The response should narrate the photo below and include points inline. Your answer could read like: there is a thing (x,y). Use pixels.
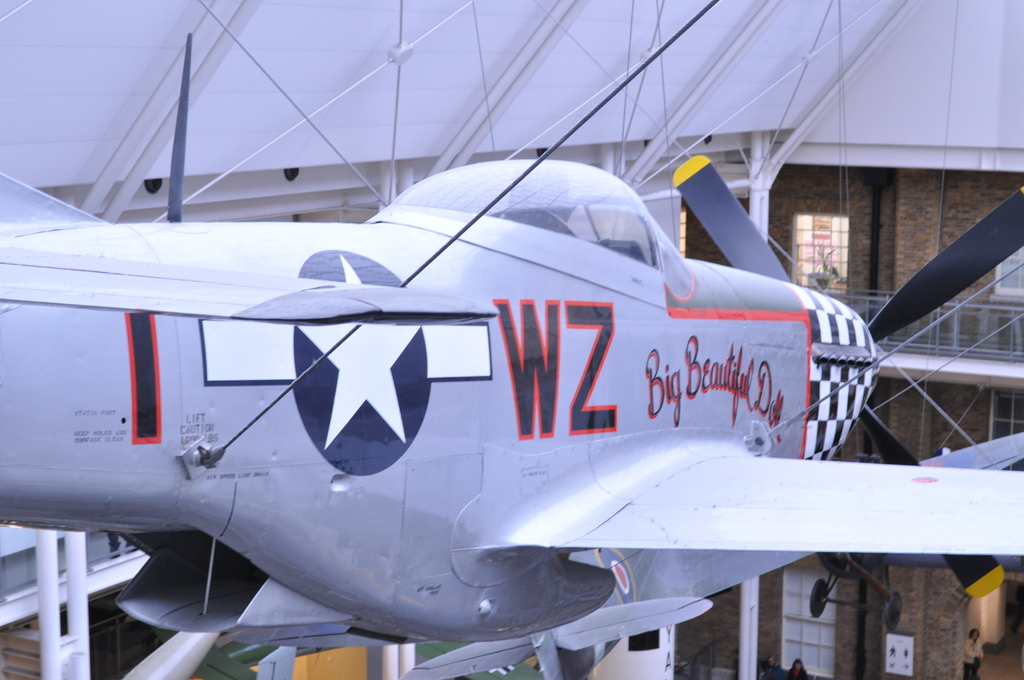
In this image we can see an aircraft (354,347). We can also see some rods (67,639) and also the building (914,270) with the windows (848,238). At the bottom (776,668) we can see the people (791,672).
